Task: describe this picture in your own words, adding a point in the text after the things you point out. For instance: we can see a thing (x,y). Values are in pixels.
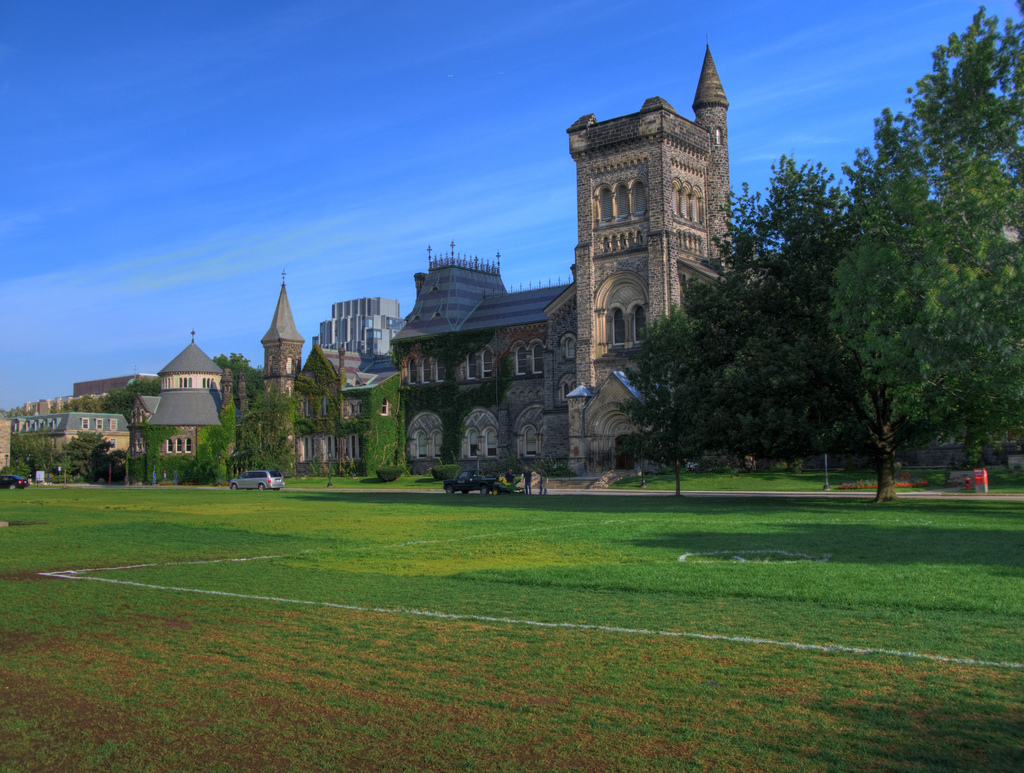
In this picture we can see grass (599,579), few trees (770,435), metal rods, buildings (461,401) and vehicles (474,486), and we can find group of people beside to the car (460,474) in the middle of the image (501,476).
